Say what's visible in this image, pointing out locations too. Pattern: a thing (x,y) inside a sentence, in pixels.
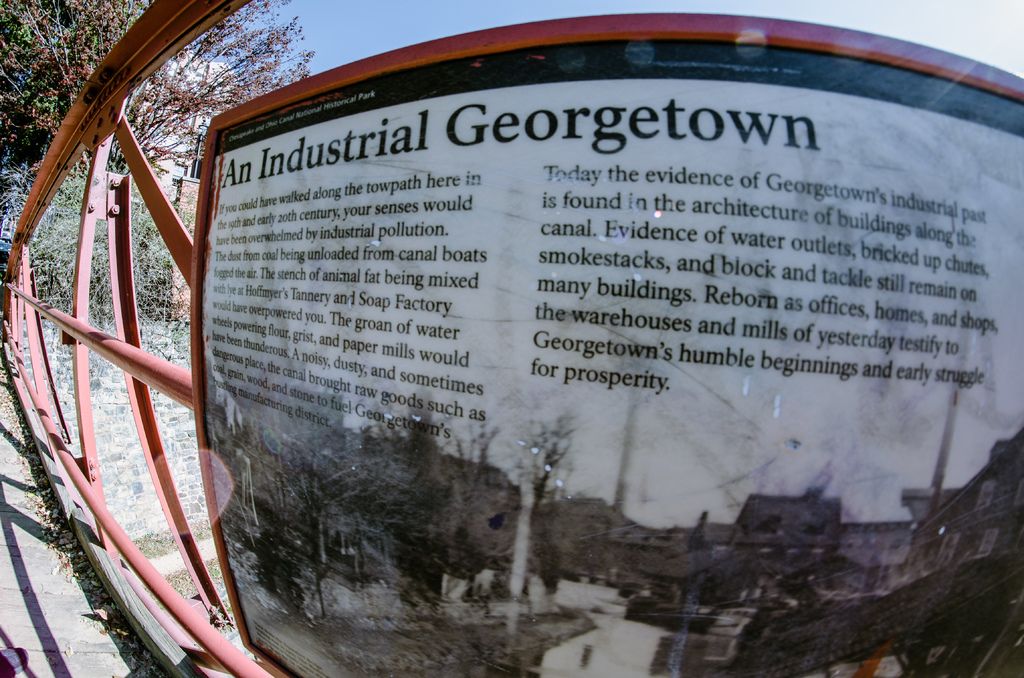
In this image in the foreground (68,143) there is a railing (172,605) and there is one board (473,184), on the board (464,224) there is some text (337,150). In the background (74,55) there are some trees (305,54), at the top of the image (388,31) there is sky (403,28).
